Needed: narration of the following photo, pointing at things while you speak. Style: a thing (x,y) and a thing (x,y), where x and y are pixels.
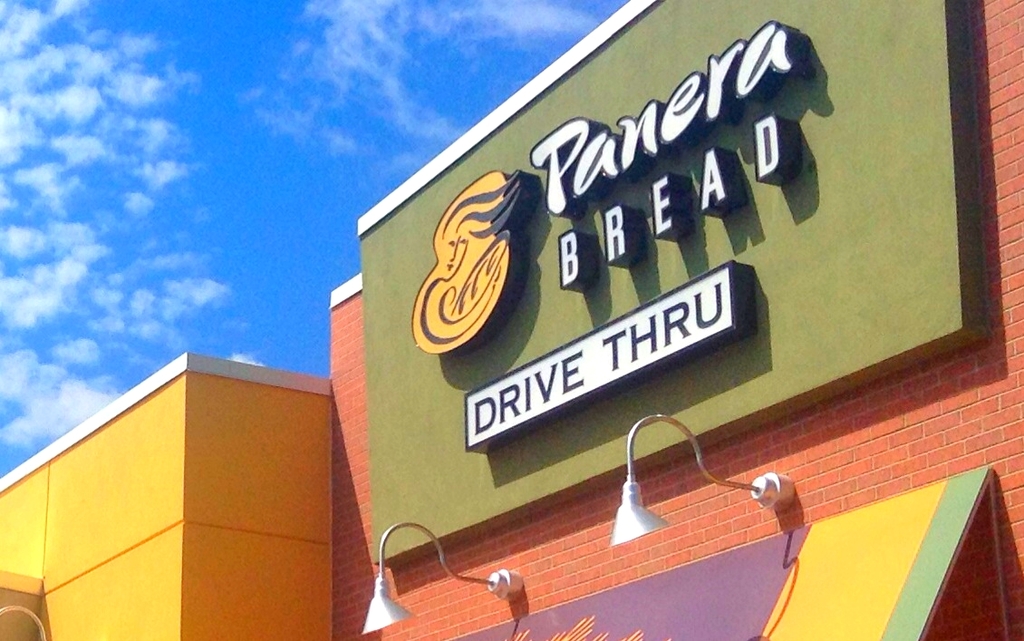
In this image I see the wall (337,497) which is of yellow and red in color and I see a board (649,259) over here on which there are words (680,222) written and I see a logo (502,269) over here and I see the lights (378,587) over here. In the background (241,251) I see the sky (134,225) which is of blue and white in color.
